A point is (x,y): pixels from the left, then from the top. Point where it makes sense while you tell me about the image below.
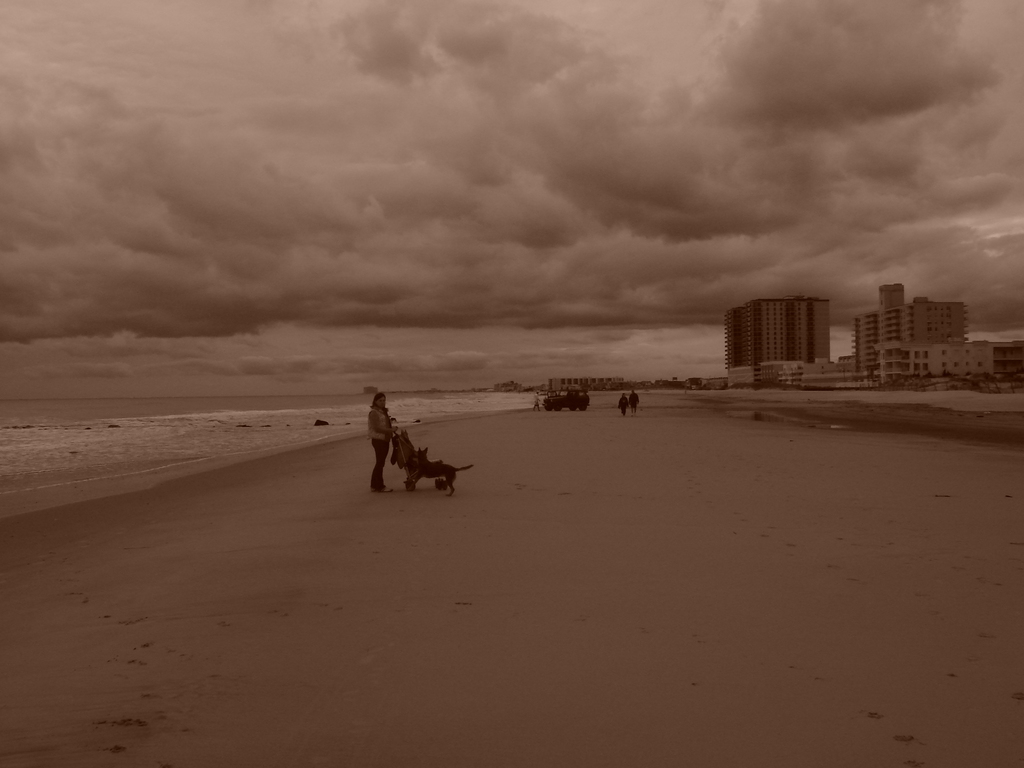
In the picture we can see a beach view (272,564) with sand (570,608) and some people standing on it and to the right hand side (731,383) we can see some tower buildings (754,381) and to the left hand side (162,417) we can see water (365,400) and in the background (417,217) we can see the sky (542,242) and clouds (598,309).
